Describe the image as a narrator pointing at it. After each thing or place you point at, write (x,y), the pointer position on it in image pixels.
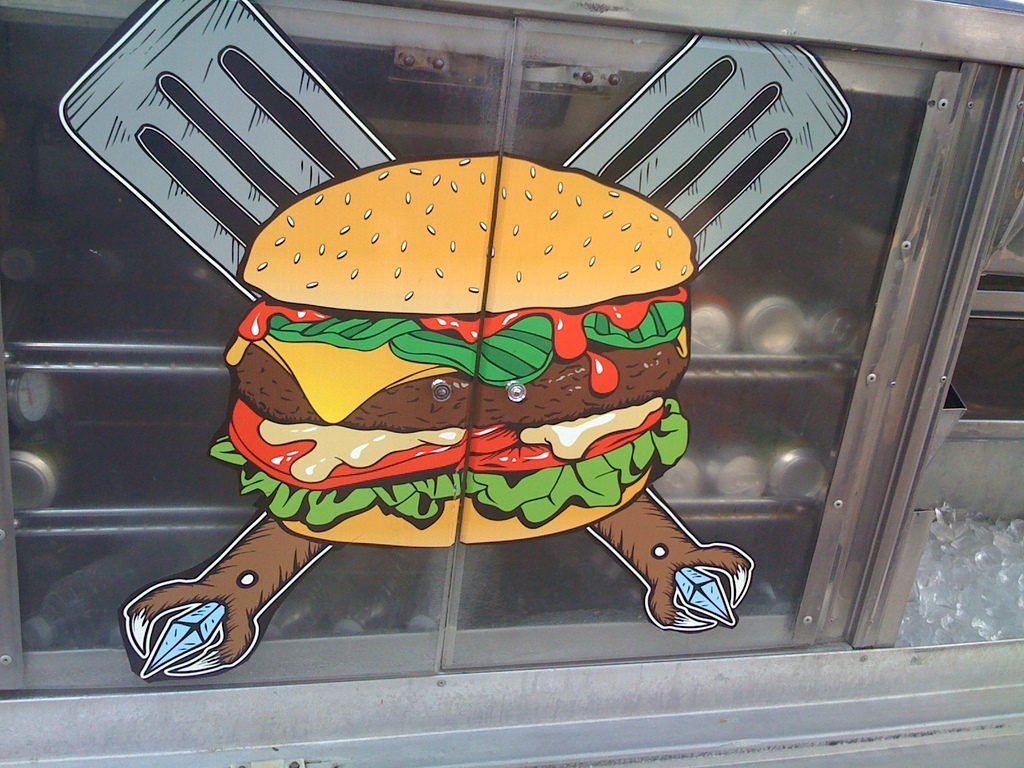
In this image, I can see the painting (326,342) of a burger (345,434) and serving spoons (749,114) on the glass doors (369,610). I think this is a cupboard (110,572). These are the door handles (515,392). I can see the cans (766,323) inside the cupboard (808,588). On the right side of the image (952,610), I think these are the ice cubes (965,602).
